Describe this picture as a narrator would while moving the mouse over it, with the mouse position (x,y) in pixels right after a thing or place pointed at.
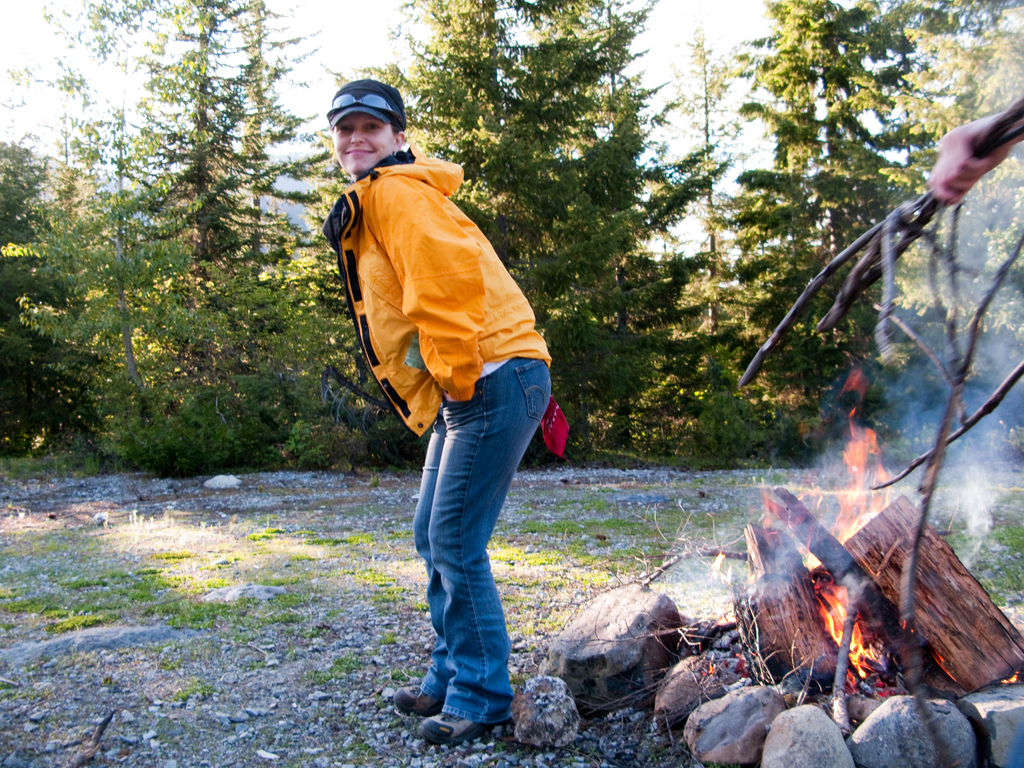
In this picture we can see a person (489,353) standing, on the right side (940,592) we can see some wood (897,612) and fire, at the bottom (541,632) there is some grass (539,554) and some stones (351,672), in the background (591,179) there are some trees (781,235), we can see the sky (345,46) at the top of the picture (345,46).
